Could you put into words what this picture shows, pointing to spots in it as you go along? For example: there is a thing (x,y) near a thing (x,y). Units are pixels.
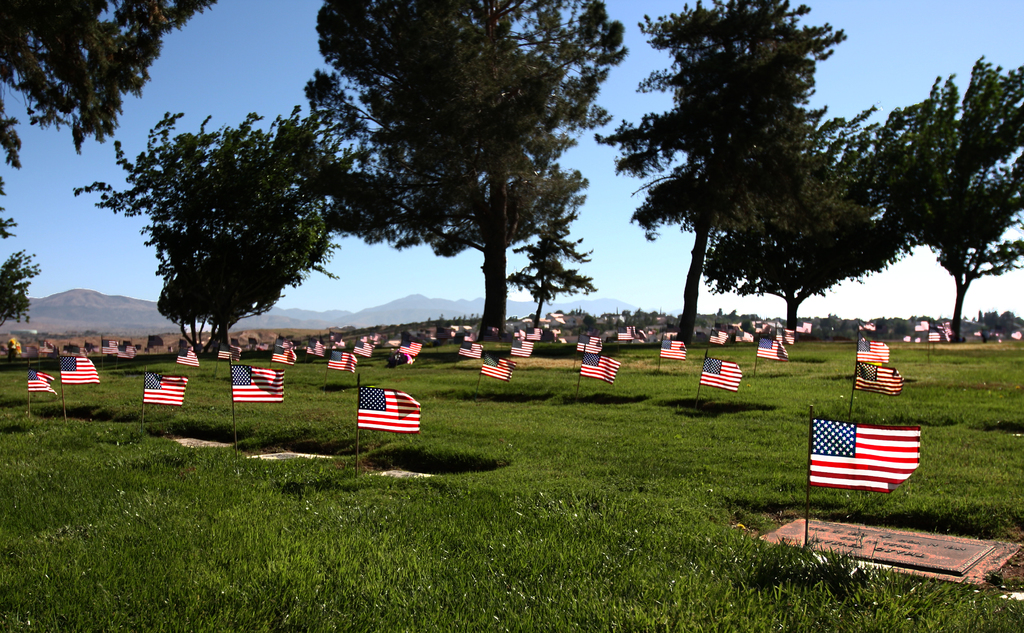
In this image we can see a group of flags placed in an order with poles (807,510) on the ground (535,545). We can also see some grass (497,512) and a group of trees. On the backside (265,341) we can see some buildings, the mountains (440,308) and the sky (439,279) which looks clear.
